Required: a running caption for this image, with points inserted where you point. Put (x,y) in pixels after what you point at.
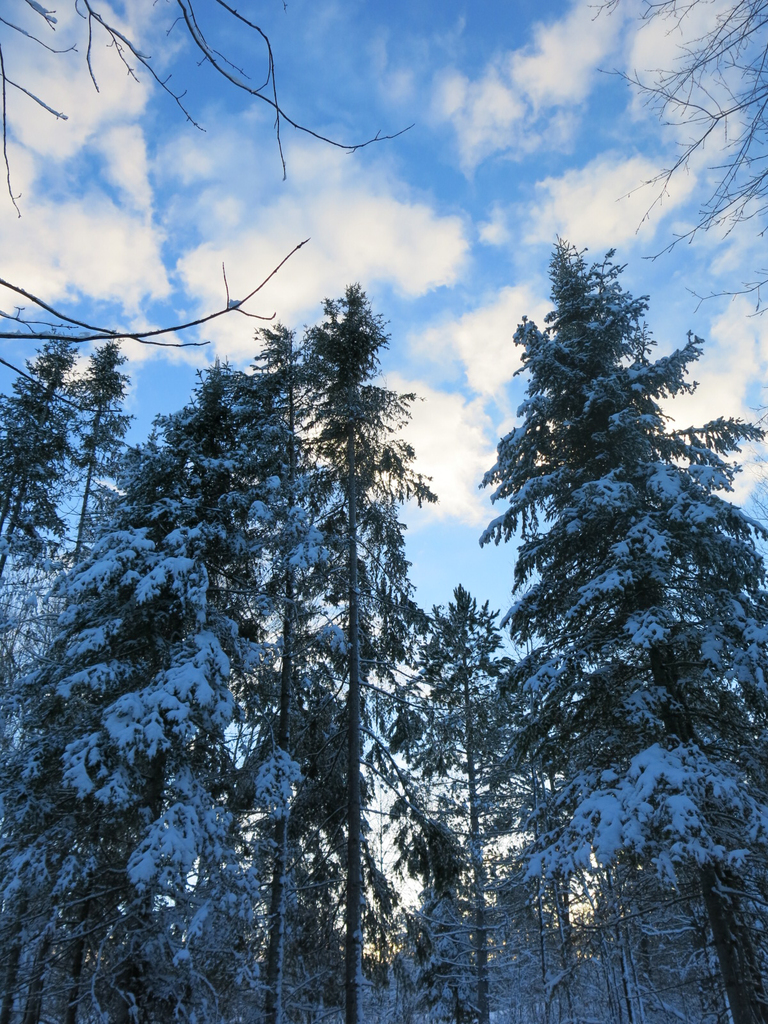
In front of the picture, we see the trees (460,732) which are covered with the snow (672,864). In the background (328,268), we see the clouds (346,220) and the sky (355,70), which is blue in color.
